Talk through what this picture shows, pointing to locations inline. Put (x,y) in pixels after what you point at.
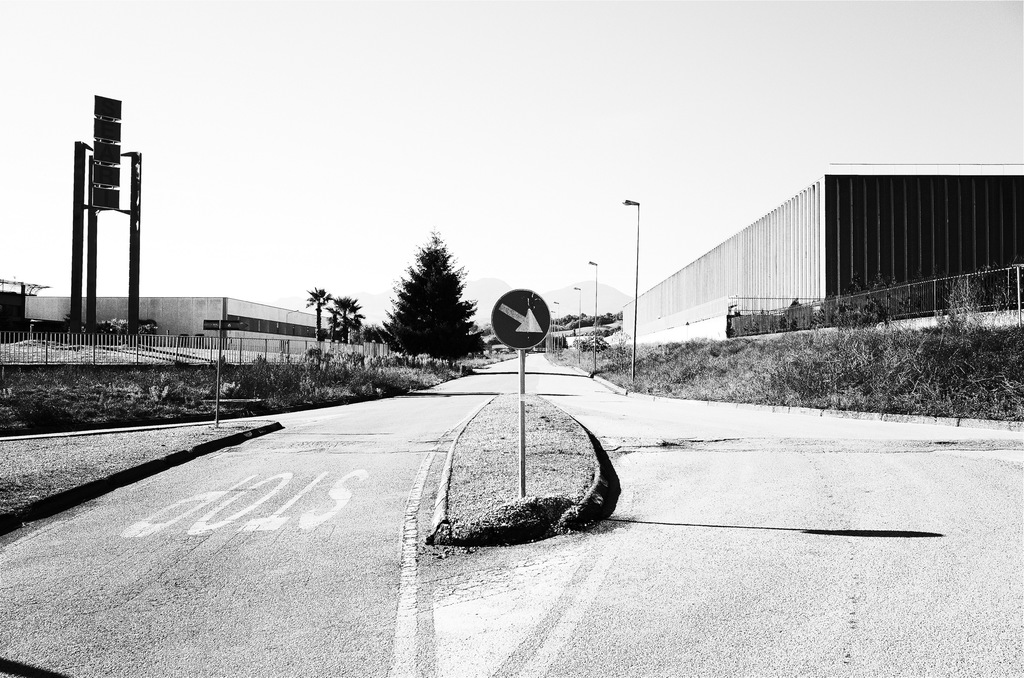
In this image I can see a sign board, background (172,324) I can see few trees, light poles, buildings (878,190), sky (284,156) and the image is in black and white.
